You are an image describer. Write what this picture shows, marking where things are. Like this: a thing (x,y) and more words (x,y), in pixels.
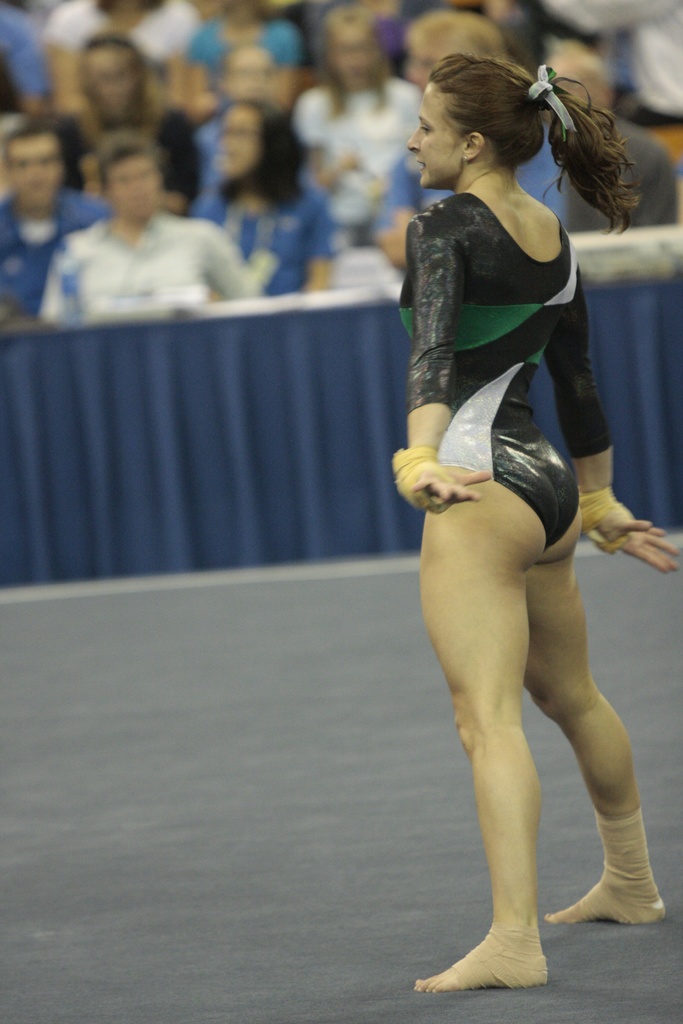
In this image I can see a woman (429,299) is standing and I can see she is wearing black colour dress (512,311). In the background (53,240) I can see few more people (10,15) are sitting and I can see this image is little bit blurry from background (245,255).
